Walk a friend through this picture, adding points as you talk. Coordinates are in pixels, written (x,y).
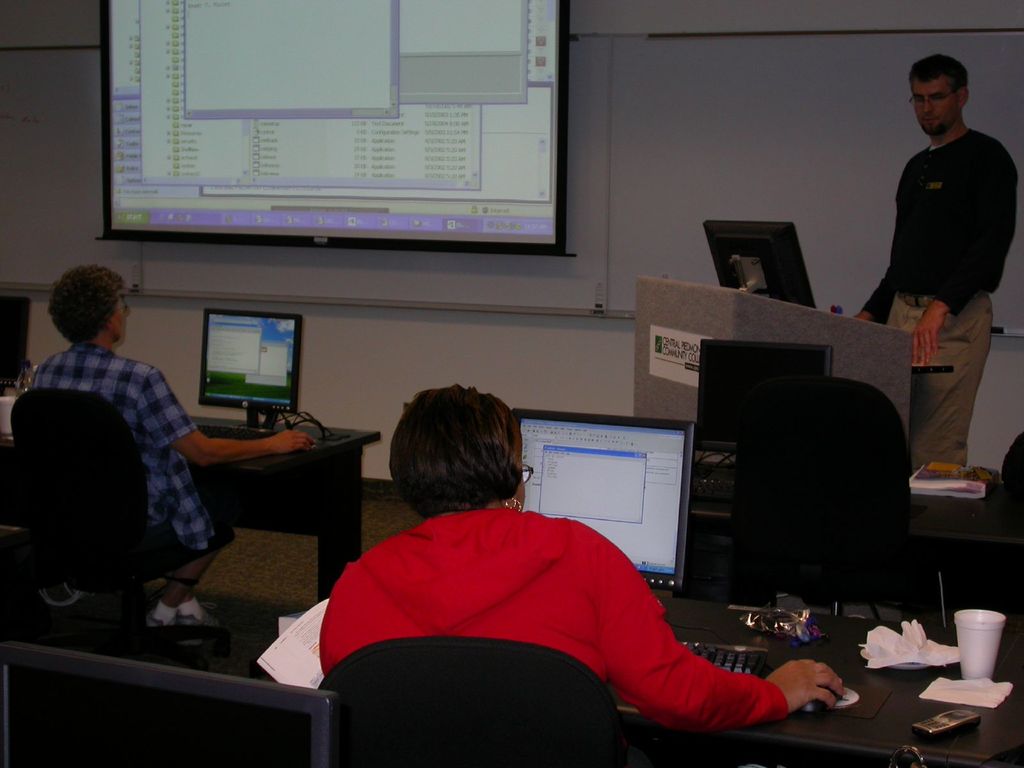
On the right (915,445) there is a man (941,77) standing. There is a cup (982,663) on the table (1021,679). In the center (614,456) there is screen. A man (74,353) is working on the system (281,407). A woman (325,675) is sitting on the chair (348,692).
